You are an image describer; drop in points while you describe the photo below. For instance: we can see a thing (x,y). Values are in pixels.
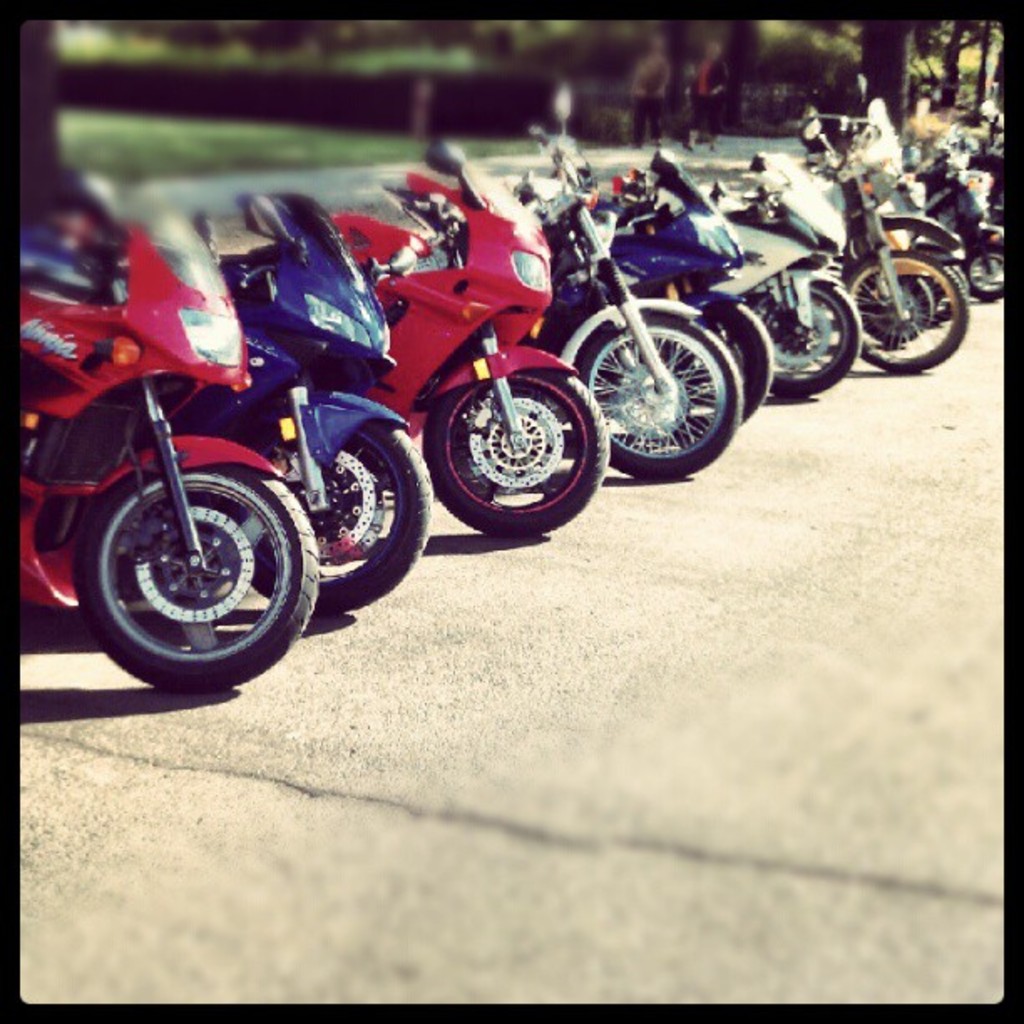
In this picture I can see bikes (544,379) on the ground (814,681) among them some bikes (165,482) are red color and some are white and blue in color. In the background (889,60) I can see trees (948,61) and people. The background of the image (646,126) is blurred.
